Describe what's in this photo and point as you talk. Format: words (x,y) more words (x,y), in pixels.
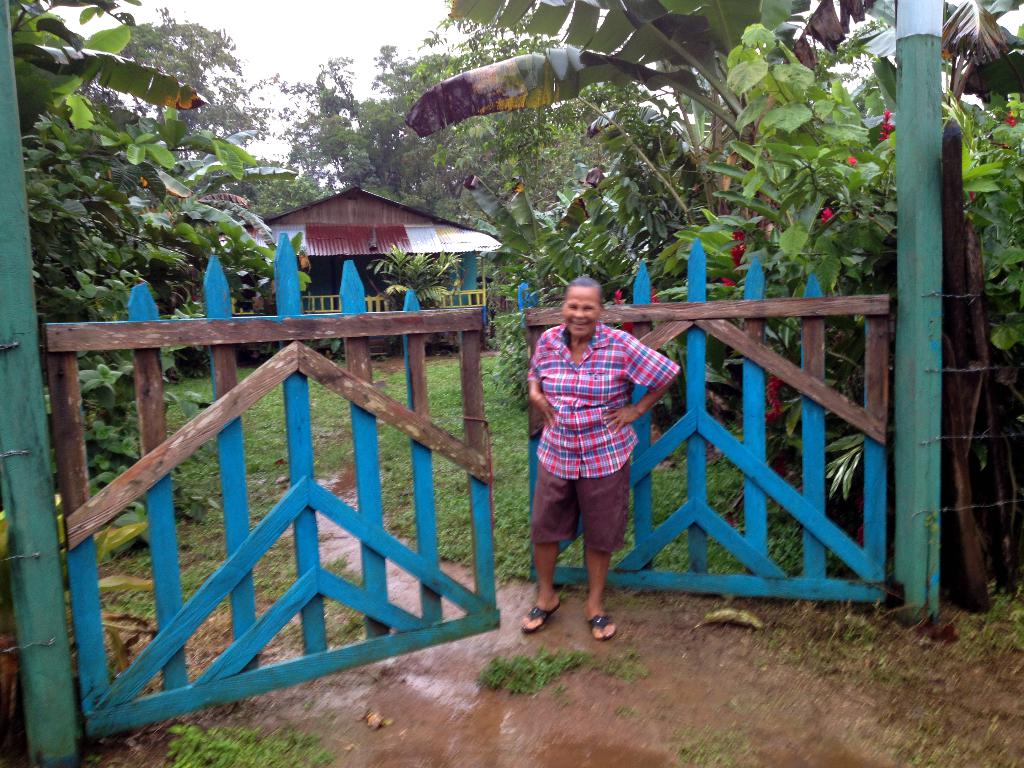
This image consists of trees (67,234) in the middle (534,260). There is a gate (645,389) in the middle (370,489). There is a person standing near the gate (687,517). There is sky (264,147) at the top (343,56). There is something like a hut (340,209) in the middle (486,314).
